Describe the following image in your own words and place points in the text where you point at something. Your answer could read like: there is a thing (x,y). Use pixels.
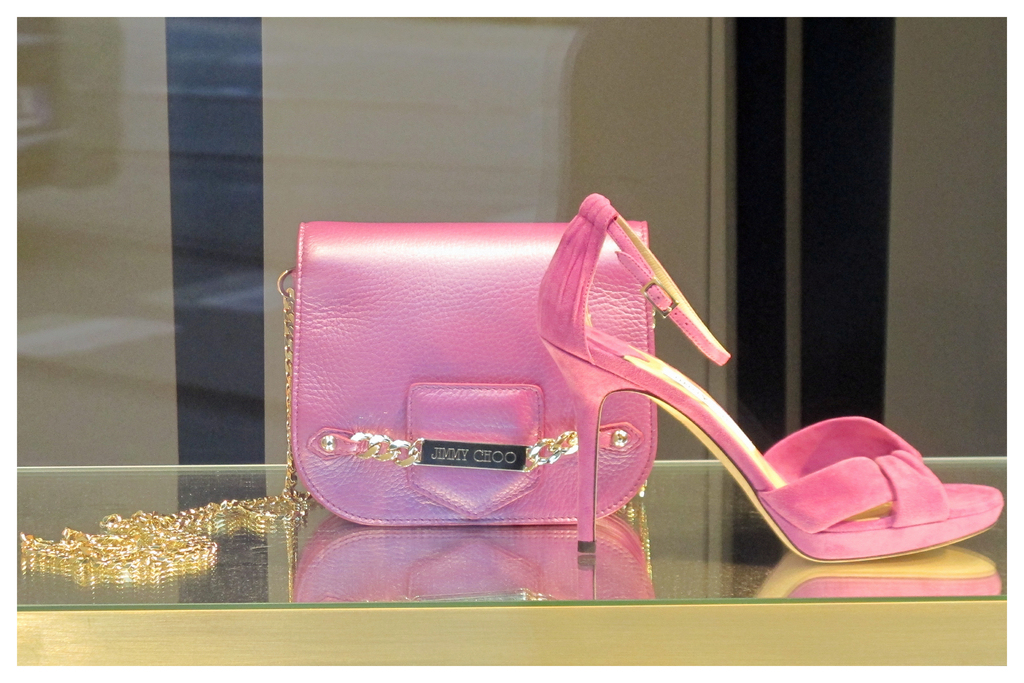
This is the picture of a pink color leather handbag (603,411) and a right side of it there is a pink color sandal (592,199).
